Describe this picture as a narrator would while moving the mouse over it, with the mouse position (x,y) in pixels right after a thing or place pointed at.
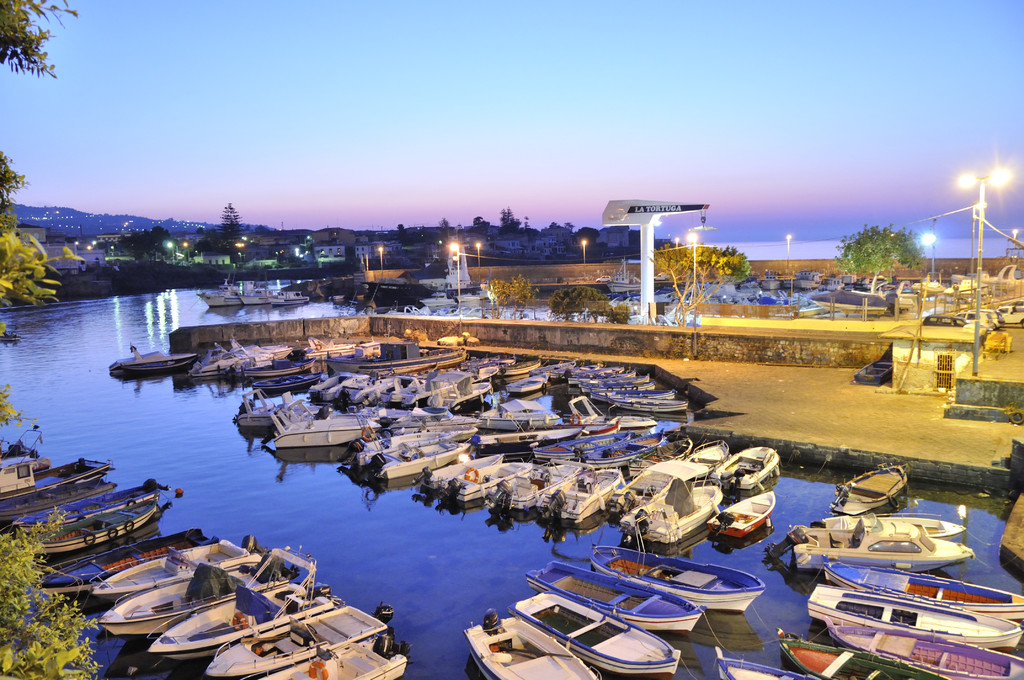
On the left side of this image (103,404) there is a sea (295,456). I can see many boats (644,462) on the water (313,507). In the background (246,235) there are many light poles (975,217), trees (231,246) and buildings (285,252). At the top of the image (464,89) I can see the sky (517,73).
